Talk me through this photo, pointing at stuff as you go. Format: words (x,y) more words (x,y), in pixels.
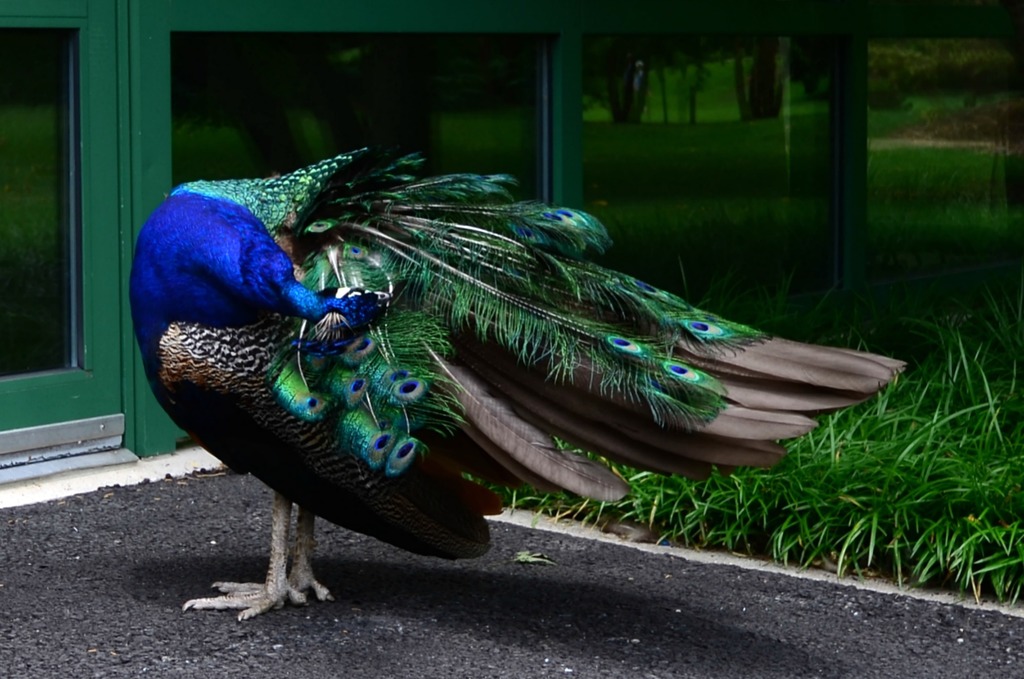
In this picture I can see a peacock (311,303) on the land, side we can see some grass (886,495), behind we can see some glass doors (69,210).
